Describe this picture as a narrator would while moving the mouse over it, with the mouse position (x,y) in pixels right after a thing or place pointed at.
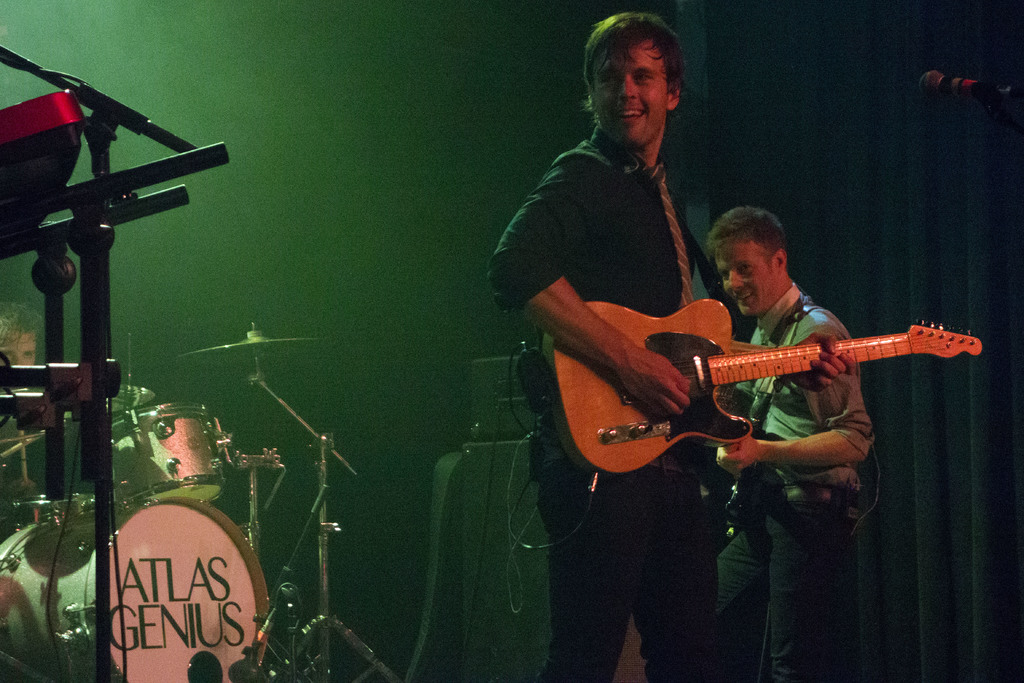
There are 3 people (640,365) on a stage (305,355). The two persons (673,524) are standing on a stage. They are holding a guitar (711,328). They are playing a guitar (771,373). They both are wearing plain shirts (765,333). They both are smiling. On the left side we have a another person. He is sitting and he is playing a musical instruments (147,415). We can see in background (260,481) curtain (398,530) and musical instruments (48,545).
